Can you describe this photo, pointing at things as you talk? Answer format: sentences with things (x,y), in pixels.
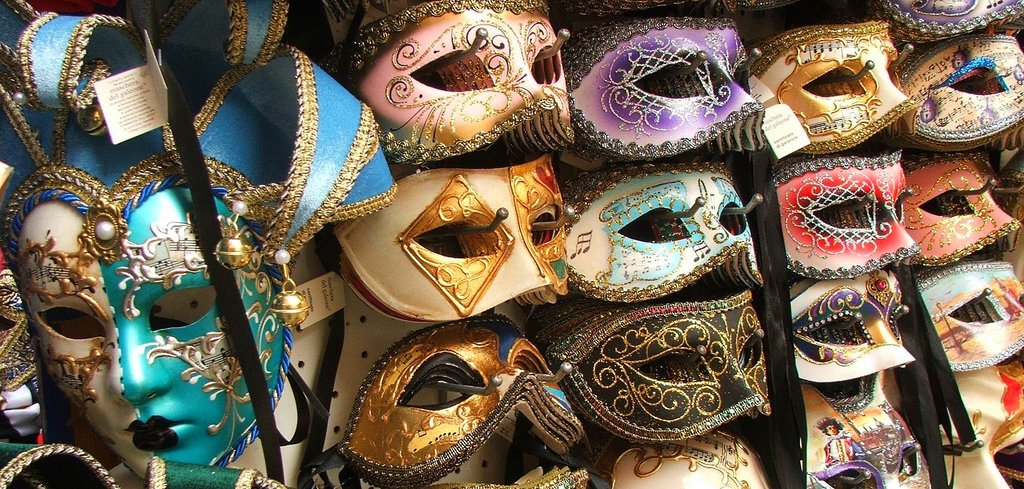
In this image I can see few masks (96,363) which are green, white, gold, cream, black, red, pink, violet and blue in color. I can see few papers (329,279), a white colored surface (373,350) and few black colored belts (310,387).
